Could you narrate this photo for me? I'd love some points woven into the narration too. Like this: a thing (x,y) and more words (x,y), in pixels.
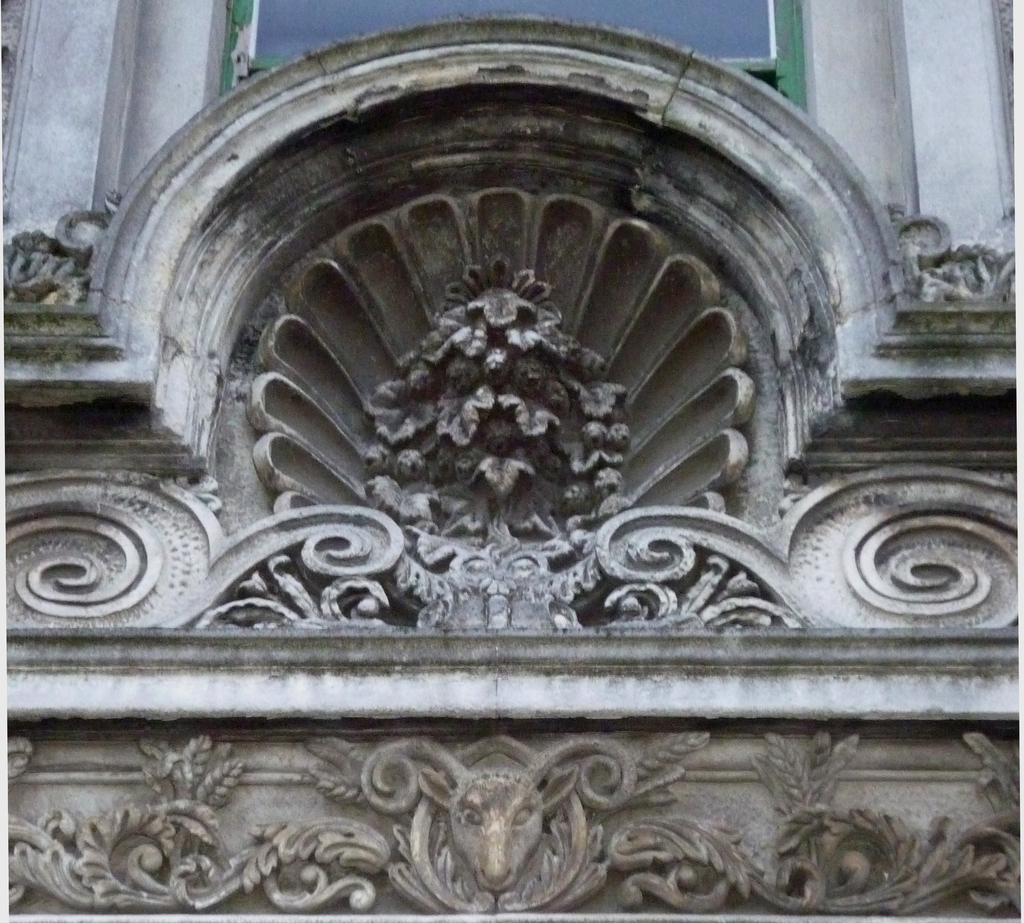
In this picture we can see an arch (875,247). And there is a wall (130,64).
